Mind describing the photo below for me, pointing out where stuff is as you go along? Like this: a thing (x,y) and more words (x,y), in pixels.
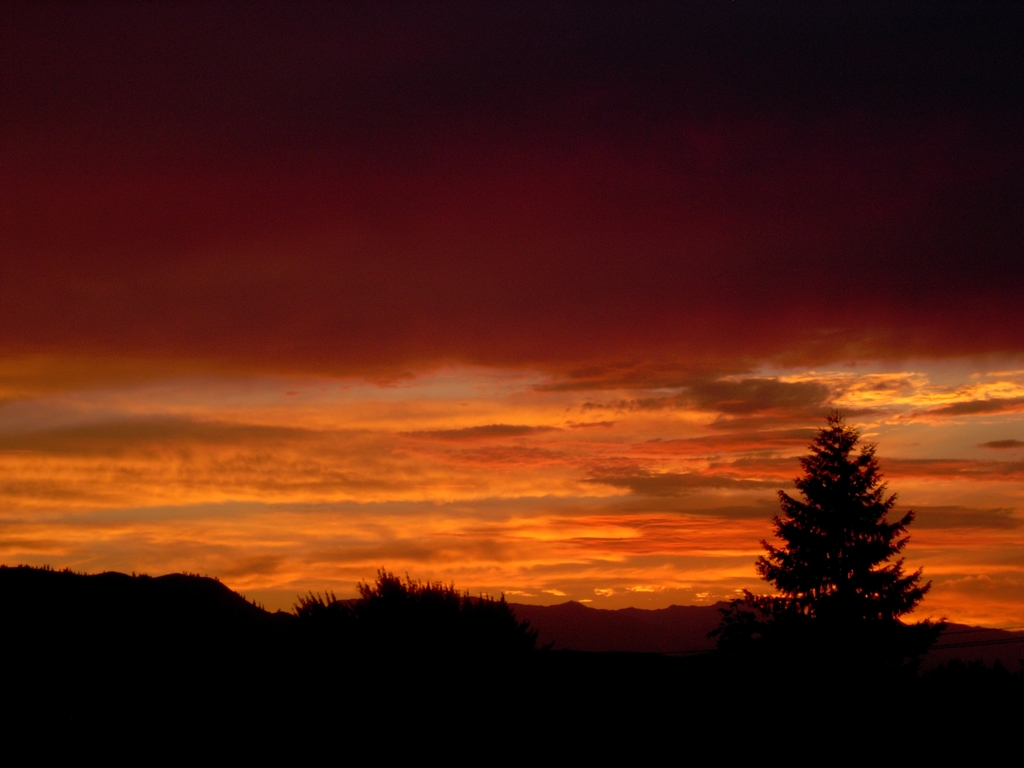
In the image it looks like a sunset, the sky (561,511) is in orange color and under the sky (469,574) there are trees (917,706).
